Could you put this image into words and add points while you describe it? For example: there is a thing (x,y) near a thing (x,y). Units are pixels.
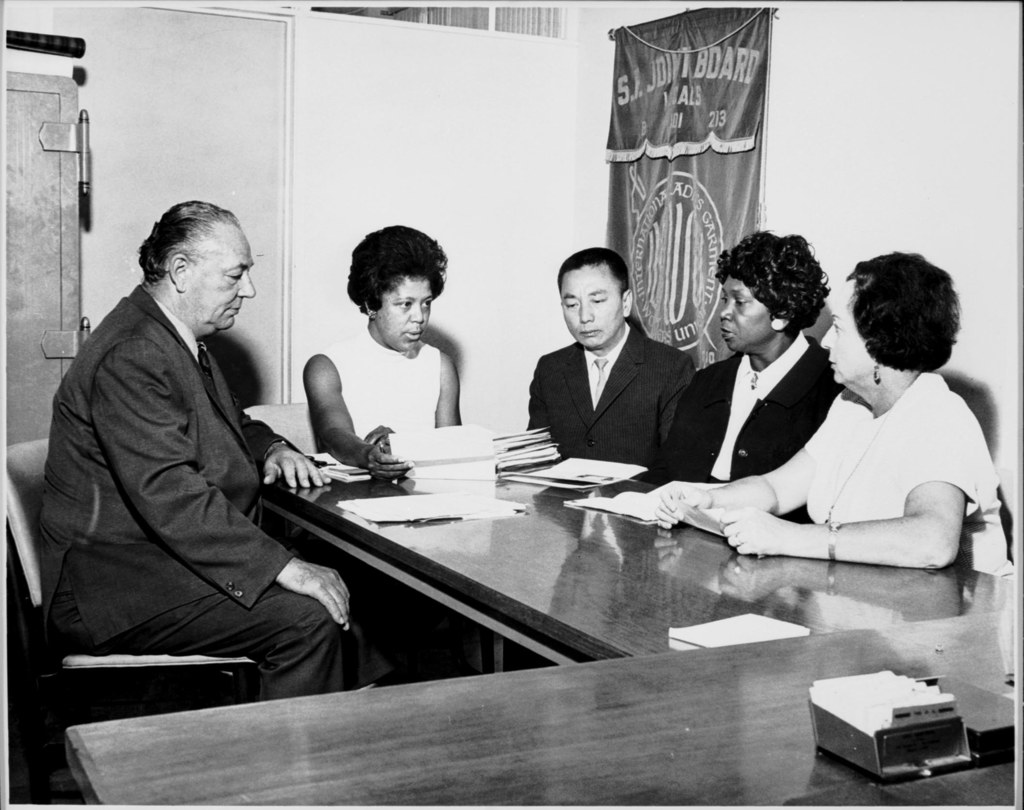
The image is taken in the room (534,471). In the center of the image (557,532) there is a table (540,602) and there are people (766,409) sitting around the table (501,527). On the table (516,495) there are books (490,467) and some papers (747,639). In the background (717,150) there is a door (188,129), decor (750,145) and wall (905,110).
